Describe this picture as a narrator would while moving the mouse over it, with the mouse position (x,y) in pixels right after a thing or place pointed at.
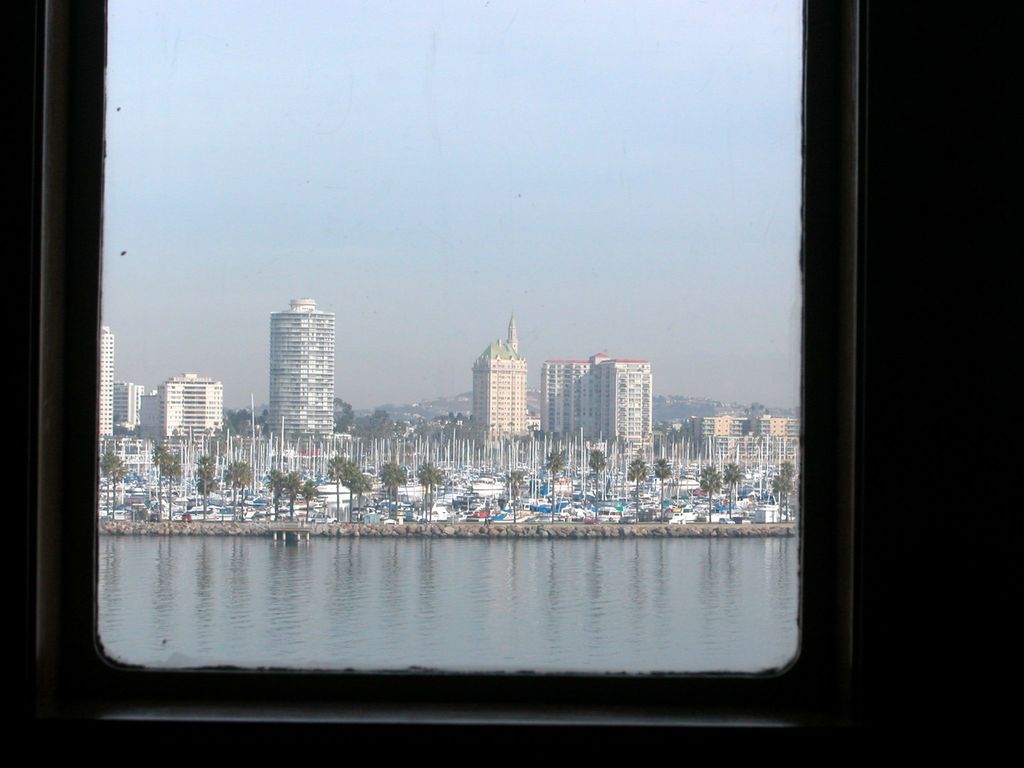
In the foreground of this image (105,675), there is a window (92,668) and through the glass (457,565) we can see, trees (281,479), poles (762,481), buildings (616,389), vehicles (299,510), water (568,625) and the sky (462,172).
